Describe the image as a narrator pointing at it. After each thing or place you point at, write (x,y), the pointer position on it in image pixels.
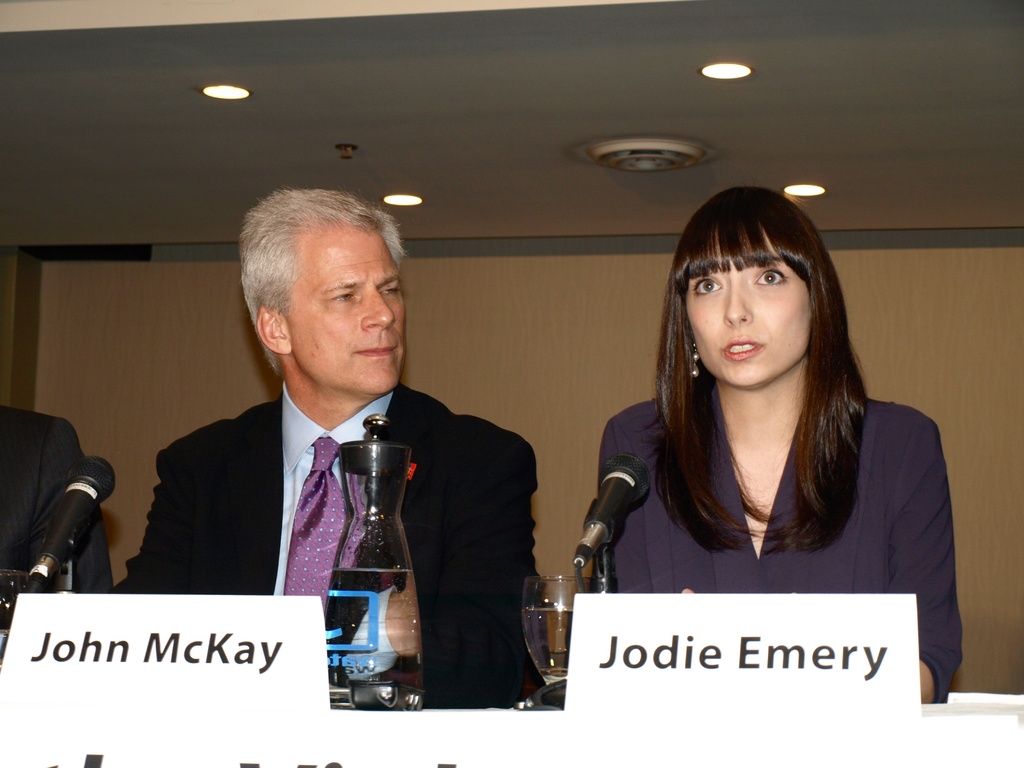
This picture might be taken inside the room (845,409). In this image, we can see two people (272,469) man (324,459) and woman (850,525) sitting on the chair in front of the table (715,735), on that table (676,745), we can see two boards (587,705), microphone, jars (395,587), water glass (557,601). On the left side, we can also see a person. In the background (124,555) there is a wall (578,376). On the top (607,163), we can see a roof (912,53).
